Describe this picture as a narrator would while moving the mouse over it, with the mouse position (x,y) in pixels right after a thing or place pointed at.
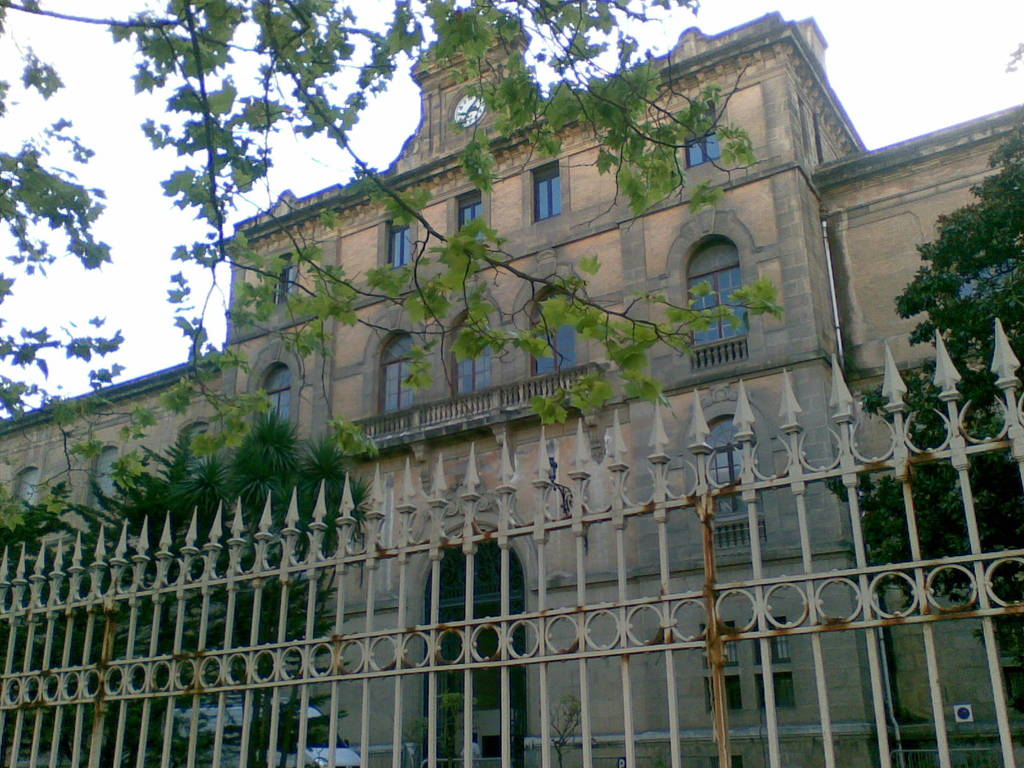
In this image I can see the railing (473,569). To the side of the railing (246,651) there is a white color vehicle (314,736) and the building (657,368) which is in cream color and there are windows (717,287) and clock (464,111) to the building (565,254). In the back (255,89) I can see the trees (194,66) and the white sky (616,51).
